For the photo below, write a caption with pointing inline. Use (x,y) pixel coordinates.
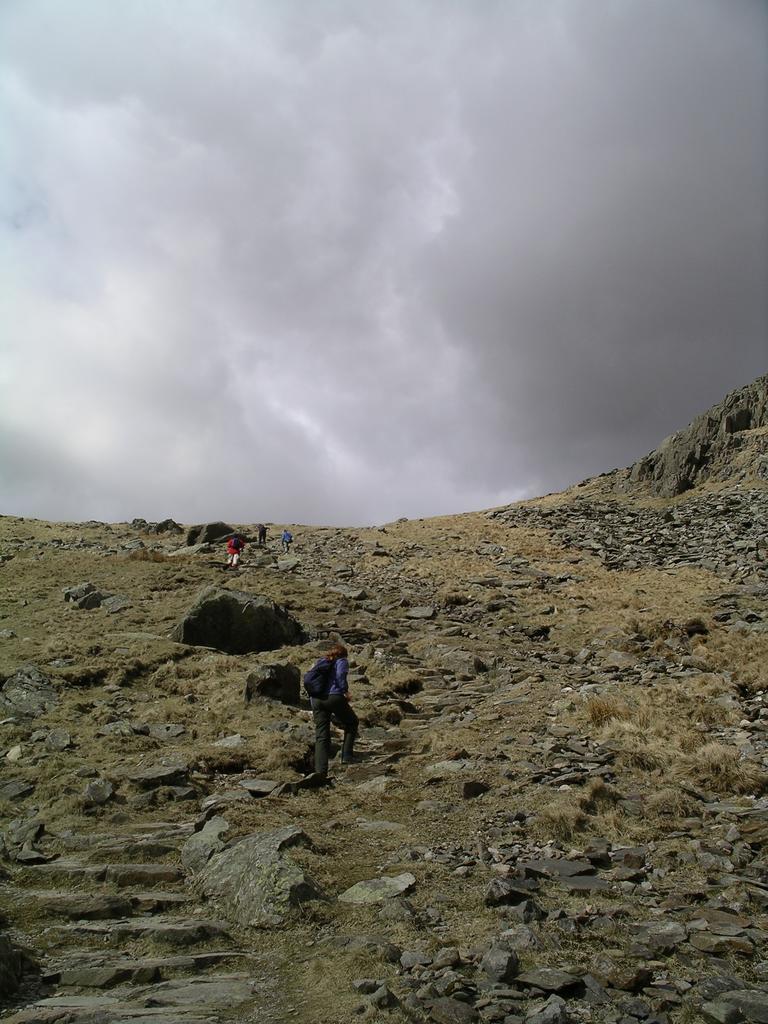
In this image we can see persons (318,729) climbing the hill (370,619). In the background (328,414) there is a sky (187,354) and clouds (147,334).
